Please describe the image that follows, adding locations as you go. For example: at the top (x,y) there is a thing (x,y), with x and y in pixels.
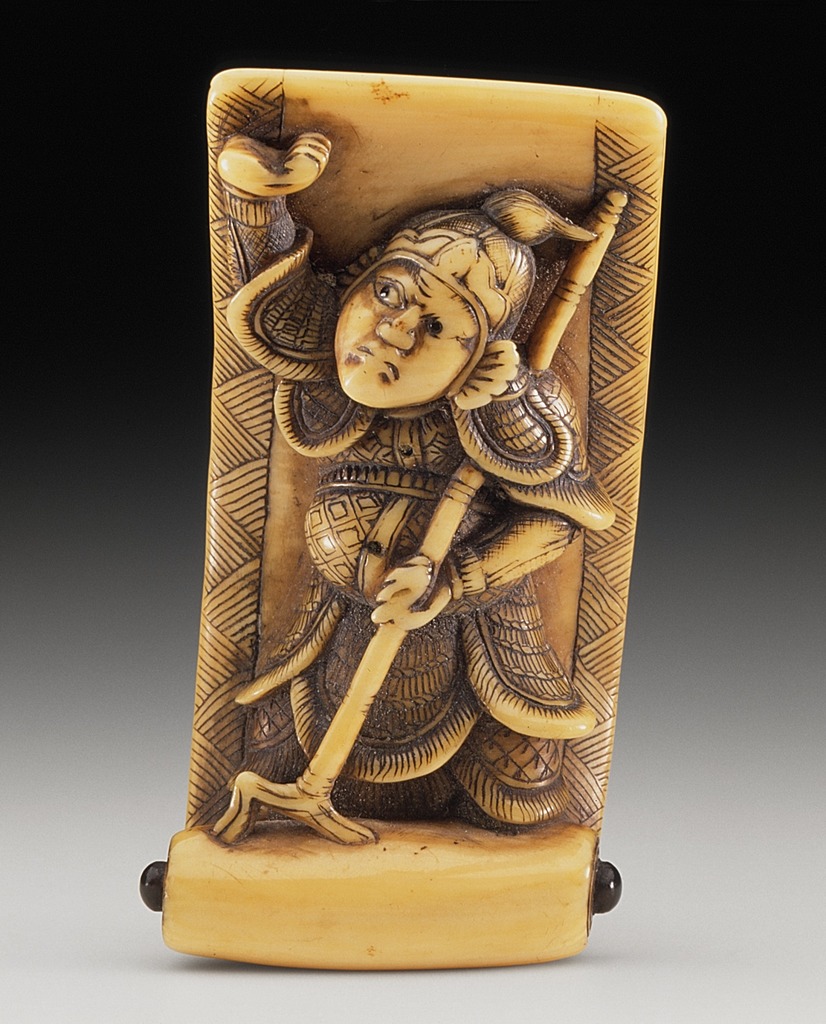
In this image there is a sculpture (400,702) of a person (423,260).
